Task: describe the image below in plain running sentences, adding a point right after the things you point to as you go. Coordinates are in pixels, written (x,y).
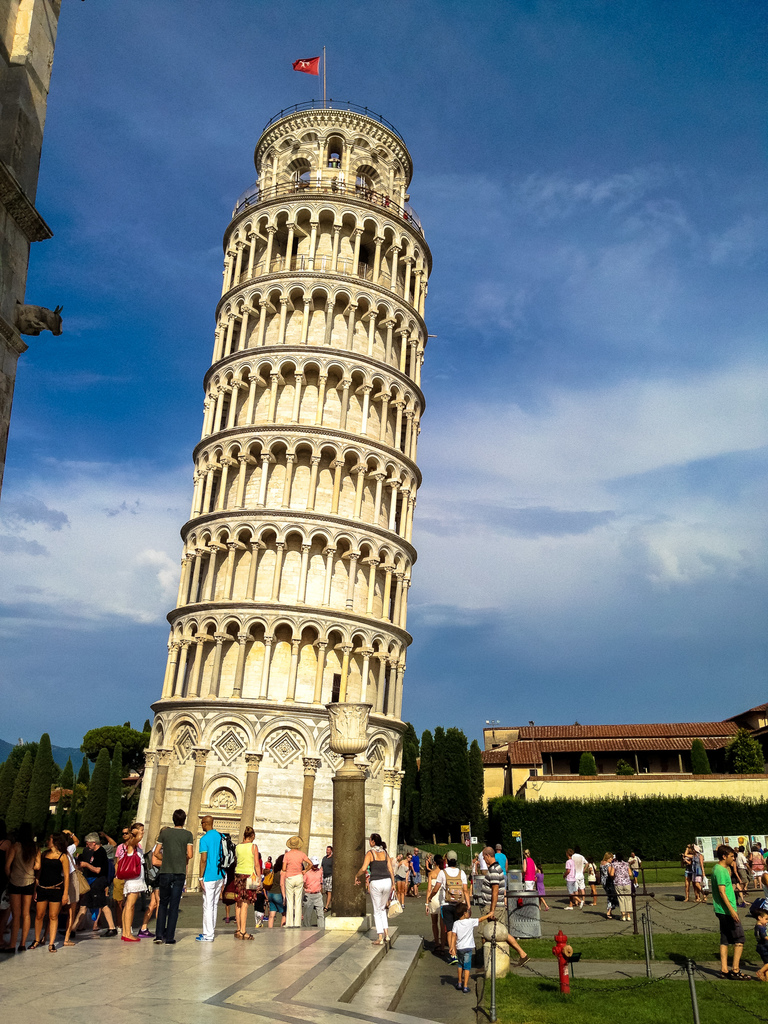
In this image in the center (268,488) there is one tower (325,655), and at the bottom (239,902) there are some people (729,937) who are walking and also there is grass (634,939) and one fire hydrant (560,965) and some iron rods (647,962). In the background (528,767) there are some trees (663,798) and buildings (606,784), and on the top of the image (502,157) there is sky (106,574).
